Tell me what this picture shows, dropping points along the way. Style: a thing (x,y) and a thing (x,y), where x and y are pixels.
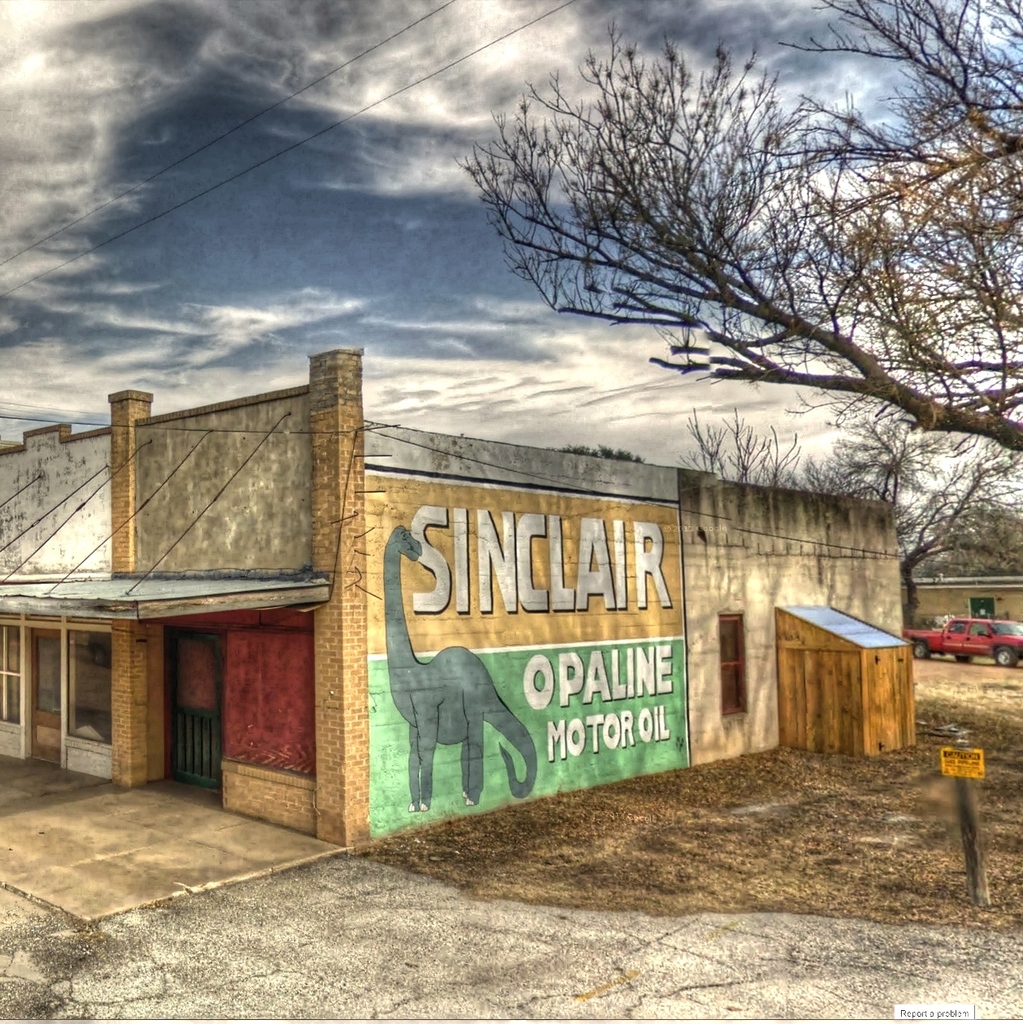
In this picture we can see buildings (639,582), pole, vehicle (963,621) on the ground (975,684), trees (964,383), painting (473,746) on the wall (699,692), some objects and in the background (478,354) we can see the sky (478,354) with clouds (425,349).
